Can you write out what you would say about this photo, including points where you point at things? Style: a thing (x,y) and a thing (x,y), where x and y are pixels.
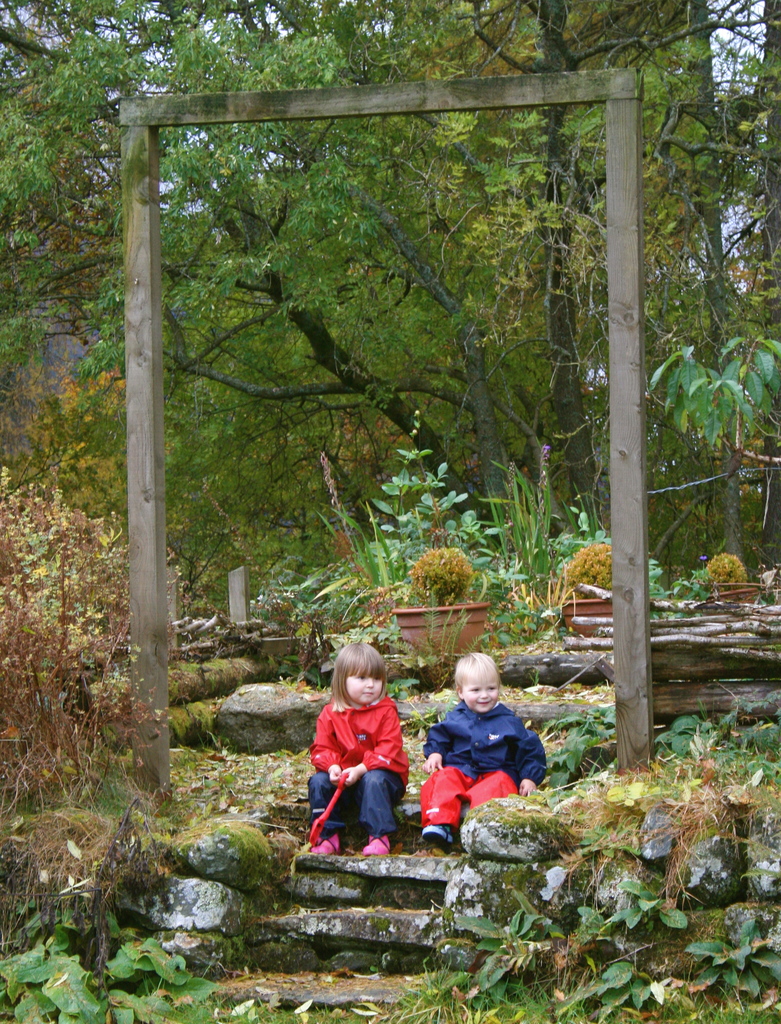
In the center of the image (364,652), we can see kids (379,774) sitting on the stairs (413,877) and in the background (75,690), there are flower pots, plants (549,513) and there is a wood (572,101) and we can see some logs (699,638) and there are trees (388,337).
